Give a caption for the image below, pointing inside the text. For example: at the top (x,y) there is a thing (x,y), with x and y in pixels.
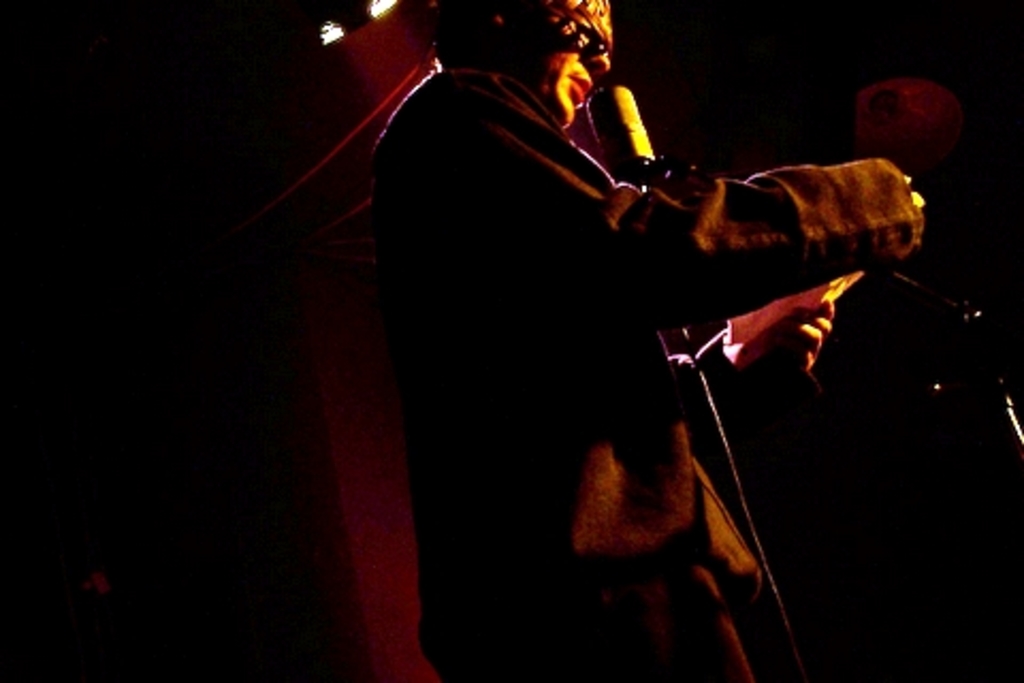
This is a dark image. We can see a person (502,391) standing.
